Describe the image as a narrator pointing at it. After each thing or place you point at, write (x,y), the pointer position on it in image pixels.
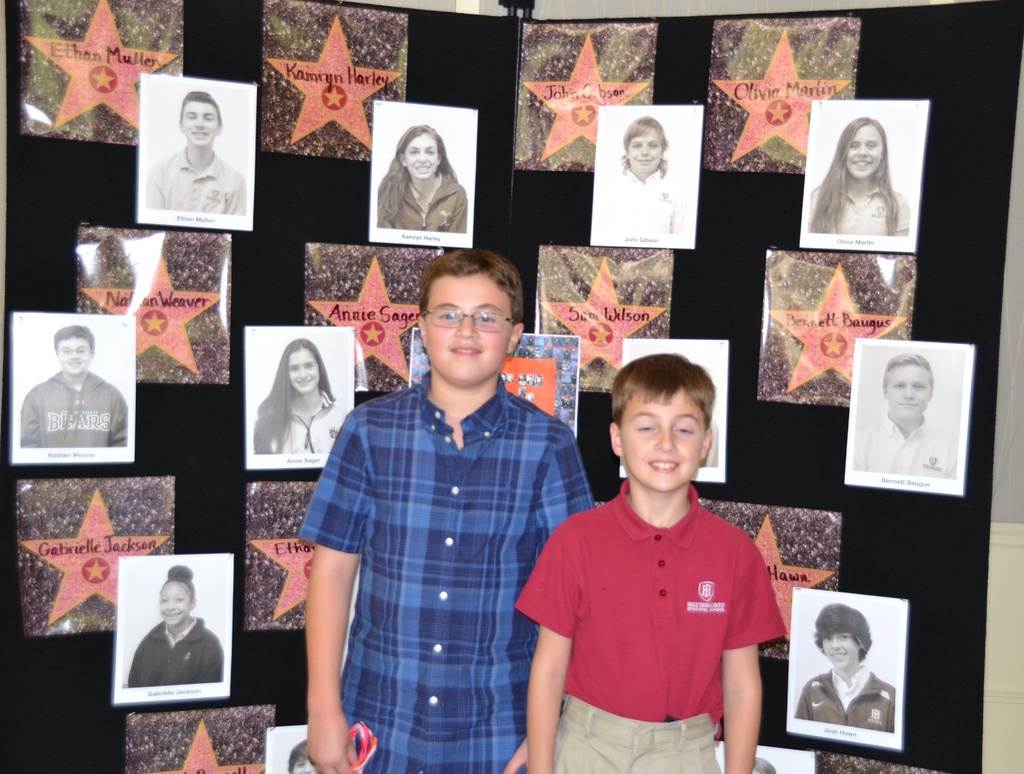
In this image I can see two boys (328,494) are standing in the front (371,559). I can see the left one (472,386) is wearing blue colour shirt (515,527) and the right one (547,695) is wearing red colour t shirt (655,645). In the background (199,118) I can see a black colour board (961,170) and on it I can see number of pictures (139,599) of people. I can also see something is written on the board (84,722).
